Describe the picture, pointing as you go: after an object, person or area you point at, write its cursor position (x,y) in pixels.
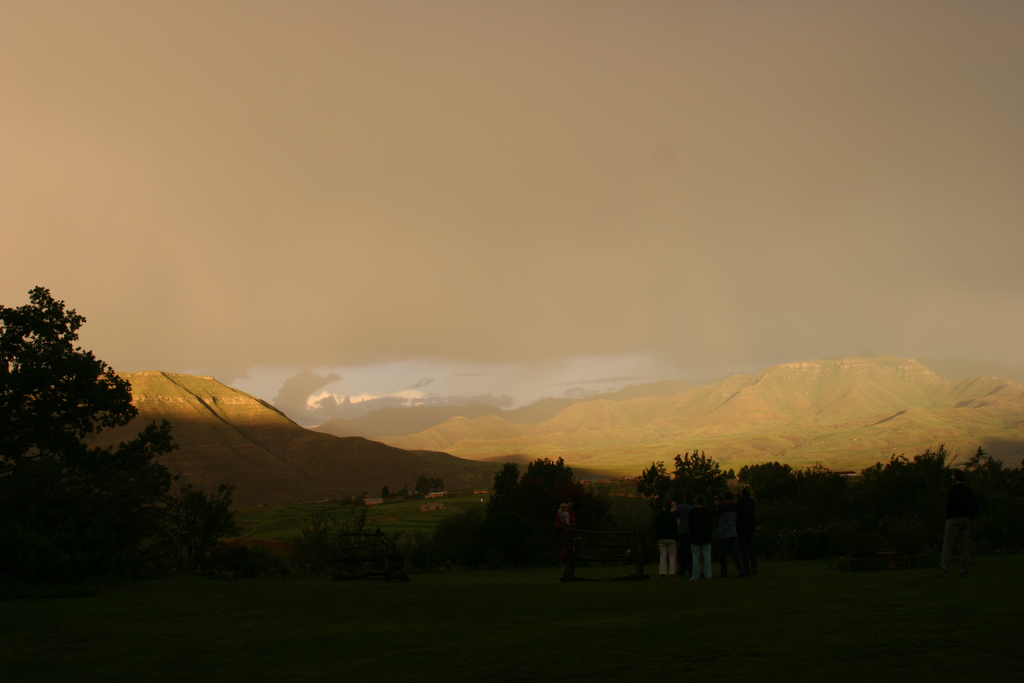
In this picture we can see some people (678,536) standing here, there are some trees (538,516) here, at the bottom (425,521) there is grass (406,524), we can see some hills (345,444), there is sky (331,212) at the top of the picture (320,212).
